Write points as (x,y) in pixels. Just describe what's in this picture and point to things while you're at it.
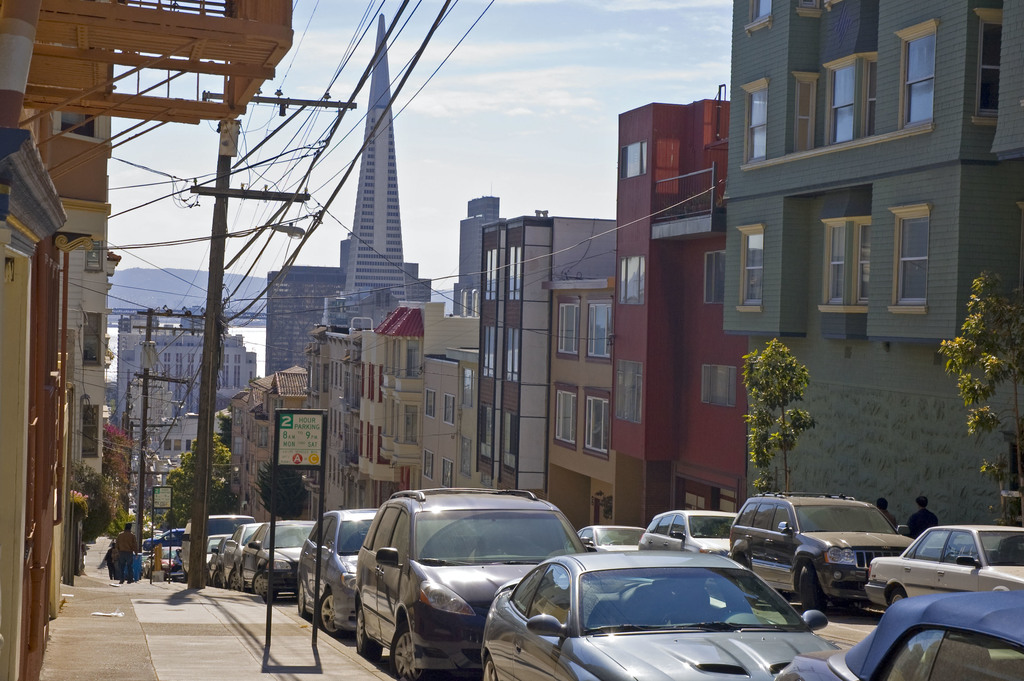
In this picture we can see vehicles (452,630) on the road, buildings (25,297) with windows (826,275), poles (146,427), wires (239,231), sign boards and some people (121,539) on footpaths (186,595) and in the background (187,258) we can see mountains (248,290), sky (315,190) with clouds (426,64).
